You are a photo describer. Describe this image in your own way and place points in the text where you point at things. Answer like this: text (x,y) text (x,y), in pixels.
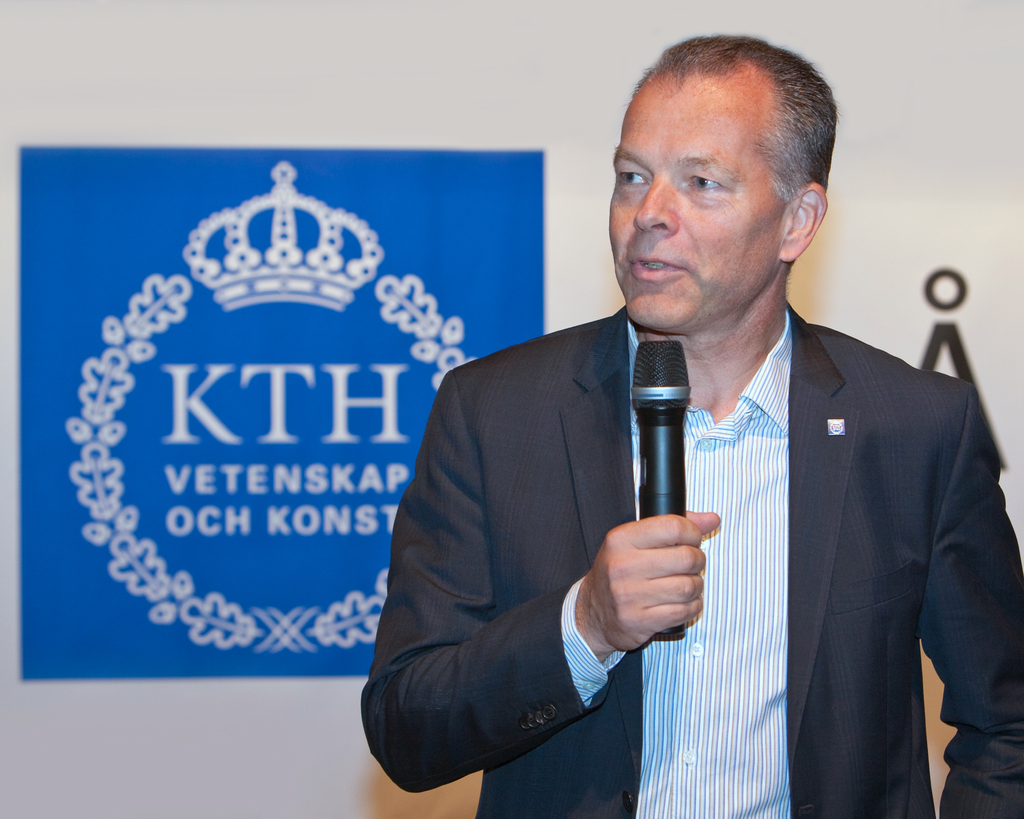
a person (733,460) is standing, wearing a suit (1007,542), holding a microphone (666,484) in his hand (671,545) and speaking. behind him there is a white wall (430,74) on which there is a blue banner (106,317) on that KTH is written.
